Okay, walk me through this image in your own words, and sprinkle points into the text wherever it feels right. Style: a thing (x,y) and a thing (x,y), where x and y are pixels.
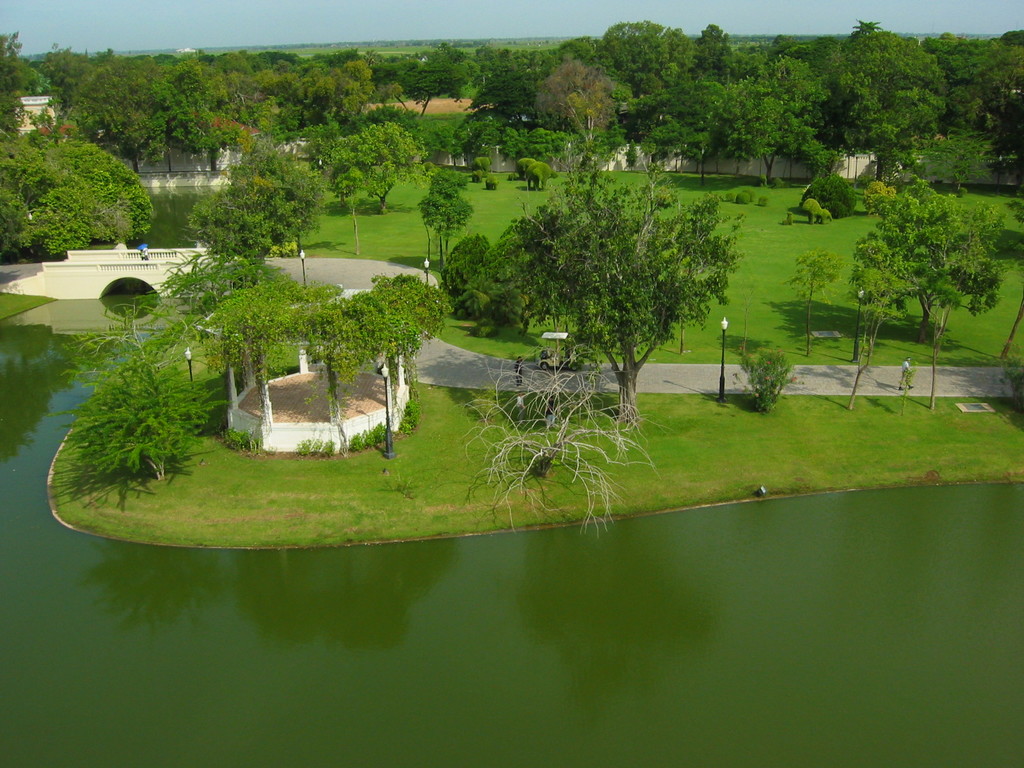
In this picture I can see trees (678,241) buildings (52,111) and I can see a wall (185,177) and few plants (512,175) and I can see few people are walking and few pole lights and looks like a vehicle (544,349) and I can see water (473,628) and grass (218,378) on the ground (169,524) and I can see a blue sky (826,5).
